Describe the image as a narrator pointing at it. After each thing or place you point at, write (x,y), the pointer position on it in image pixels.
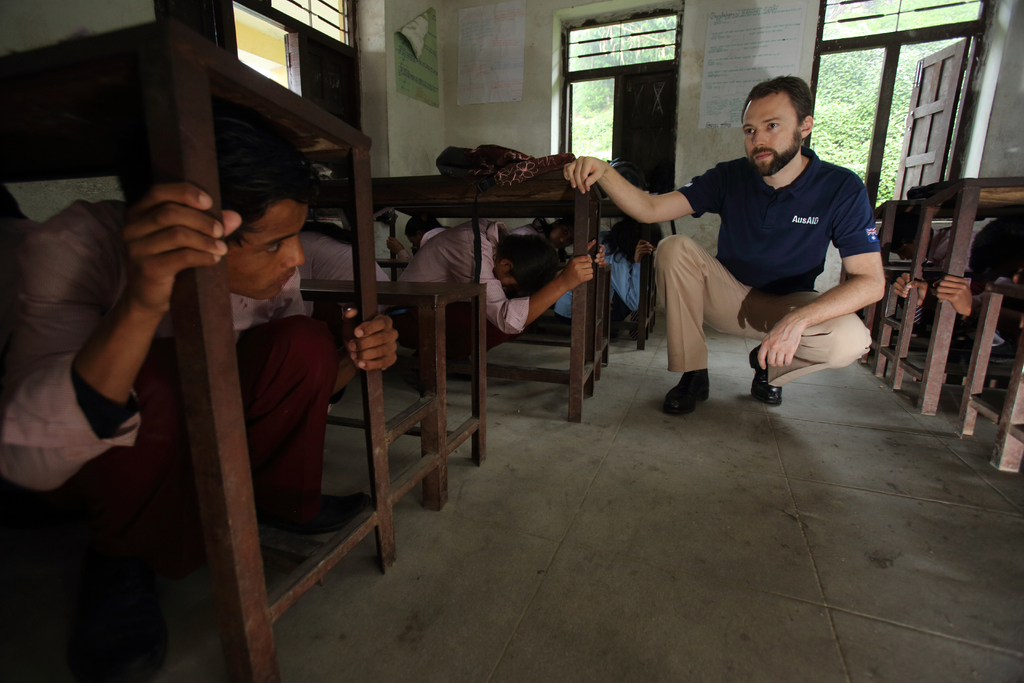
This picture is clicked inside the room (736,363). On the right (842,195) we can see a man (757,101) wearing t-shirt (788,200) and squatting on the ground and we can see the group of people (592,264) squatting under the objects (960,241) which seems to be the tables (576,199). In the background (737,15) we can see the posters (757,17) attached to the wall (390,10) and we can see the door (642,138), windows (629,87), wall (688,79) and trees (873,105) and some other objects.
